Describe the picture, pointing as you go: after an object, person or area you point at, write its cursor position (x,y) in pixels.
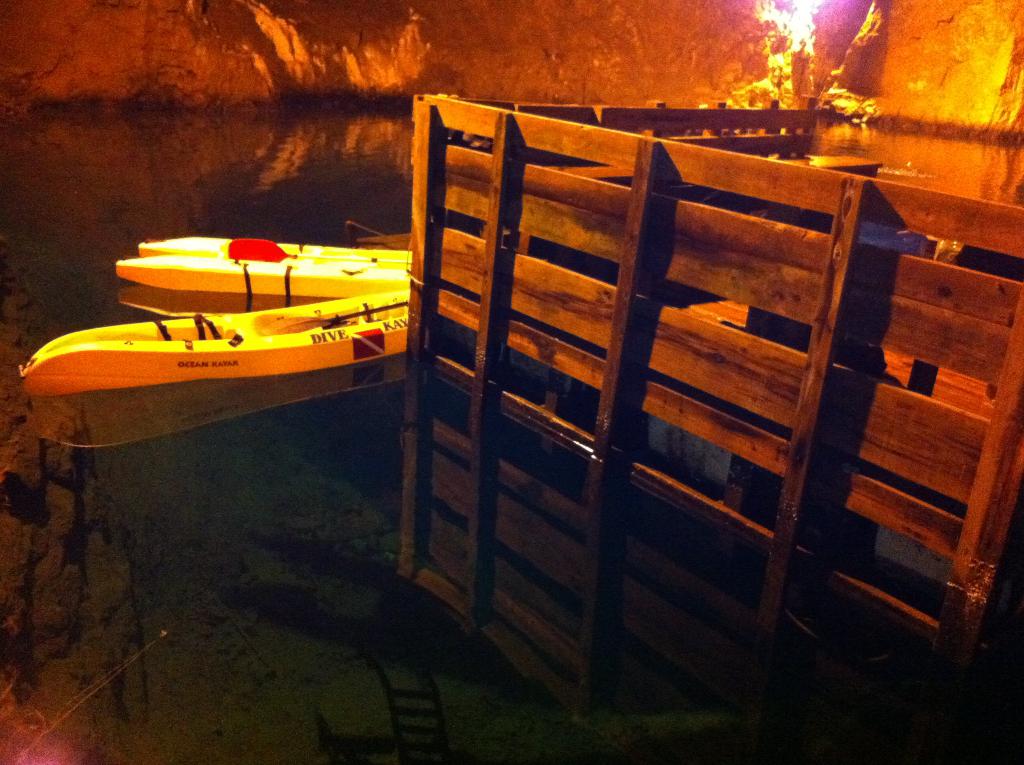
In this image, we can see wooden objects (583,370) and boats (316,307) are above the water (337,465). Top of the image (202,56), we can see rocks (451,24) and light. Here we can see reflections (115,408) on the water (302,553).
